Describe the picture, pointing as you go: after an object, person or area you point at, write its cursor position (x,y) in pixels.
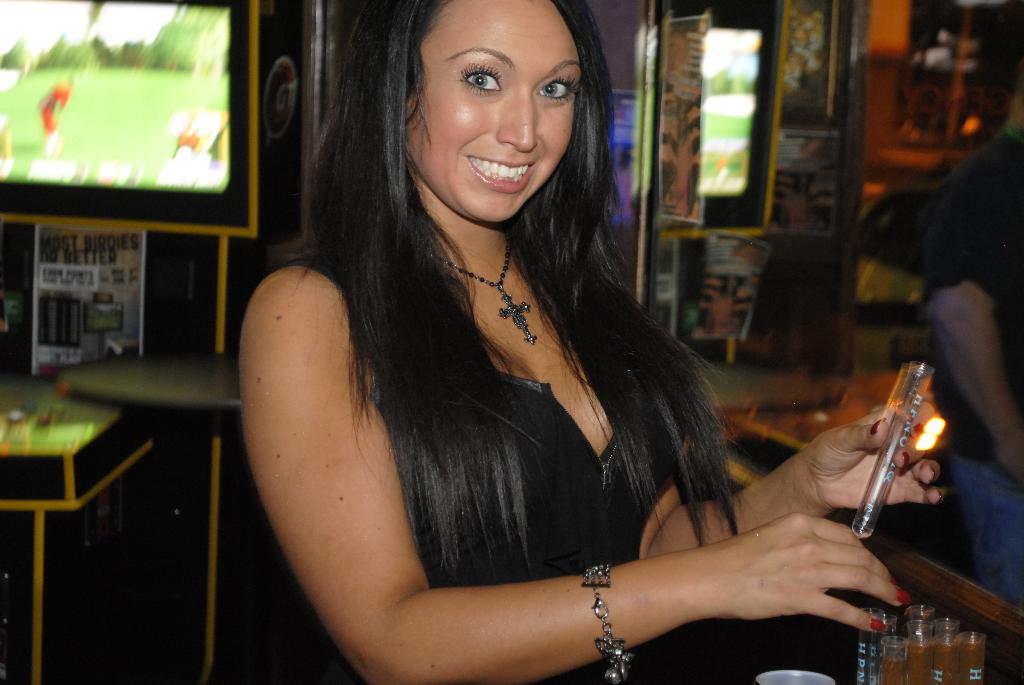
In the image we can see a woman (419,464) standing, she is wearing clothes (411,468), bracelet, neck chain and she is smiling, and she is holding an object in hand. On the right side of the image (967,305) we can see another person (992,316) standing and wearing clothes (930,273). Here we can see the screens (70,120) and the background (829,244) is slightly blurred.
